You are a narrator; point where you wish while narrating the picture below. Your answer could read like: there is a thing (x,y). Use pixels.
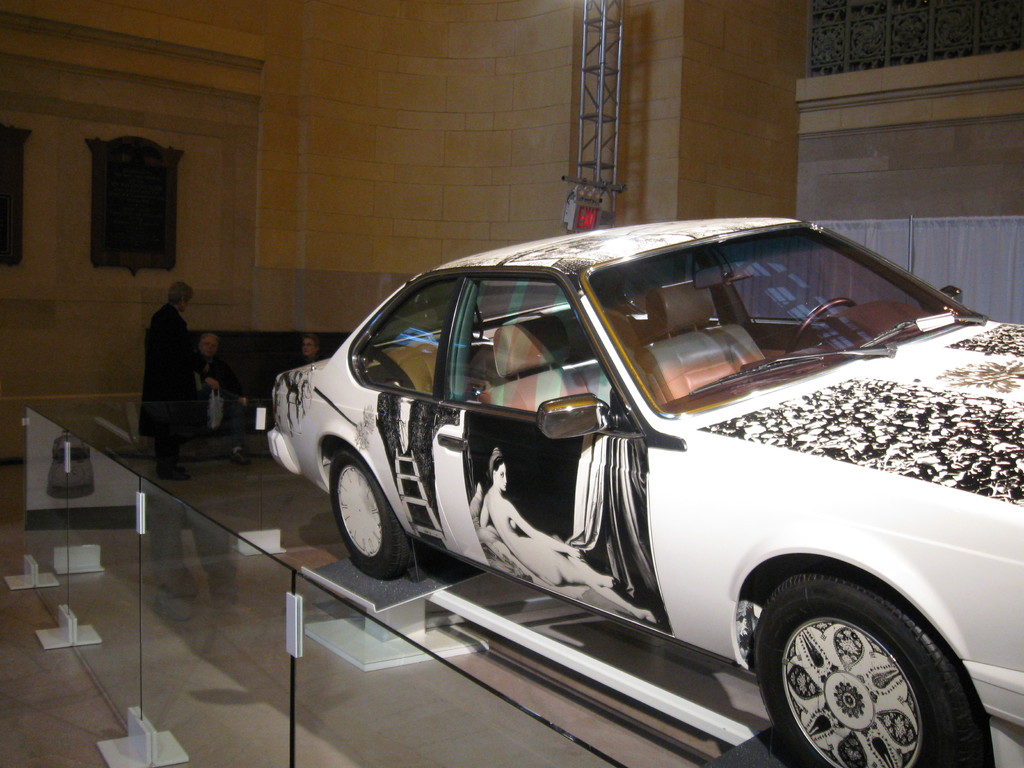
In this image we can see the interior (360,188) of the building (618,178). There is a car (784,522), a curtain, a red light (586,211) and glass barrier (210,589) in the image. There are two people (300,361) are sitting on a chair (283,359) and a person (176,394) is standing in the image.
